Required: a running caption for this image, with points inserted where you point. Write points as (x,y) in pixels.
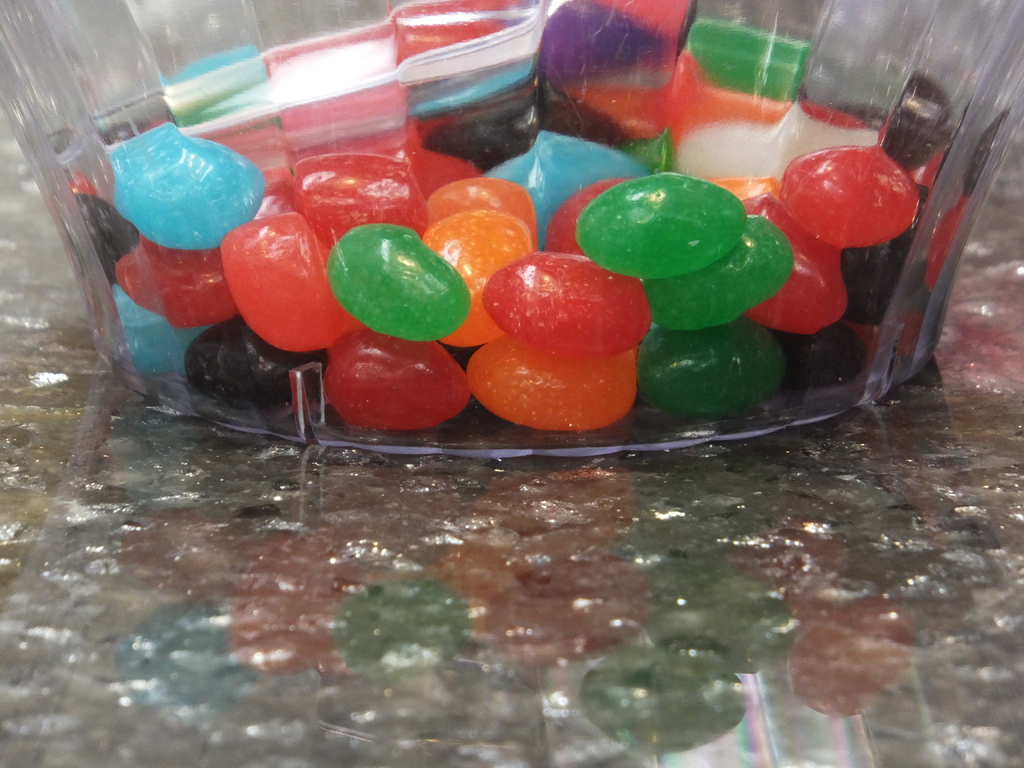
This image consists of candies (287,234) in the jar (556,233).
